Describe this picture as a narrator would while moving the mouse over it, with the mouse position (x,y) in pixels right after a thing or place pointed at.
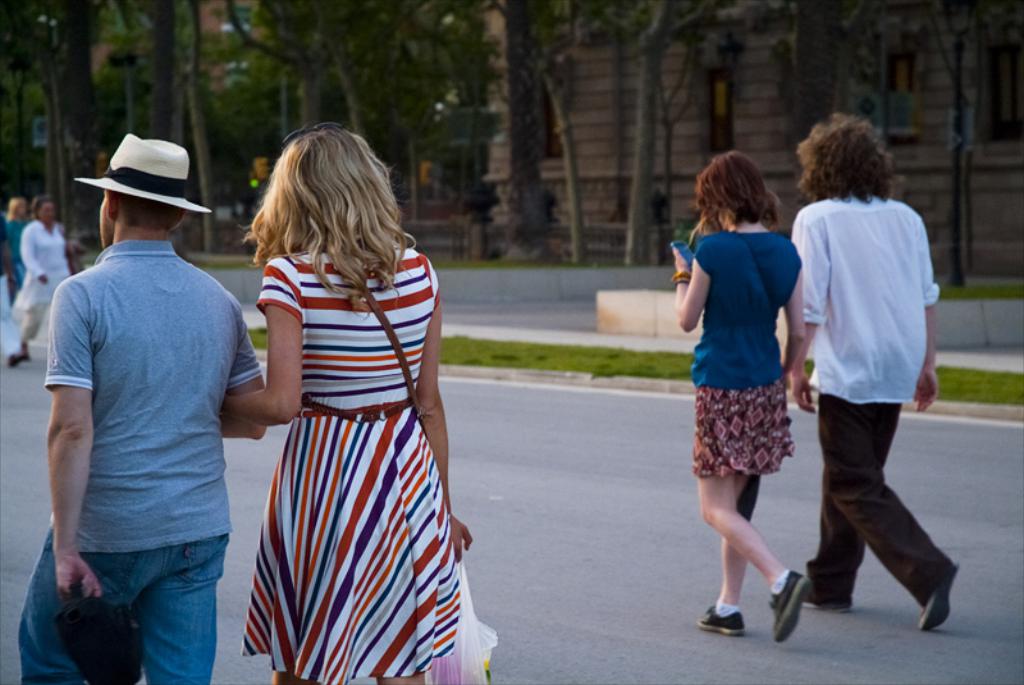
In this image we can see a group of people (398,473) walking on the road (513,541). In that some are holding the mobile phone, cover (483,654) and a cap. We can also see some grass (682,369), the bark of the trees (394,133), a building (496,142) with windows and a group of trees (646,208).
